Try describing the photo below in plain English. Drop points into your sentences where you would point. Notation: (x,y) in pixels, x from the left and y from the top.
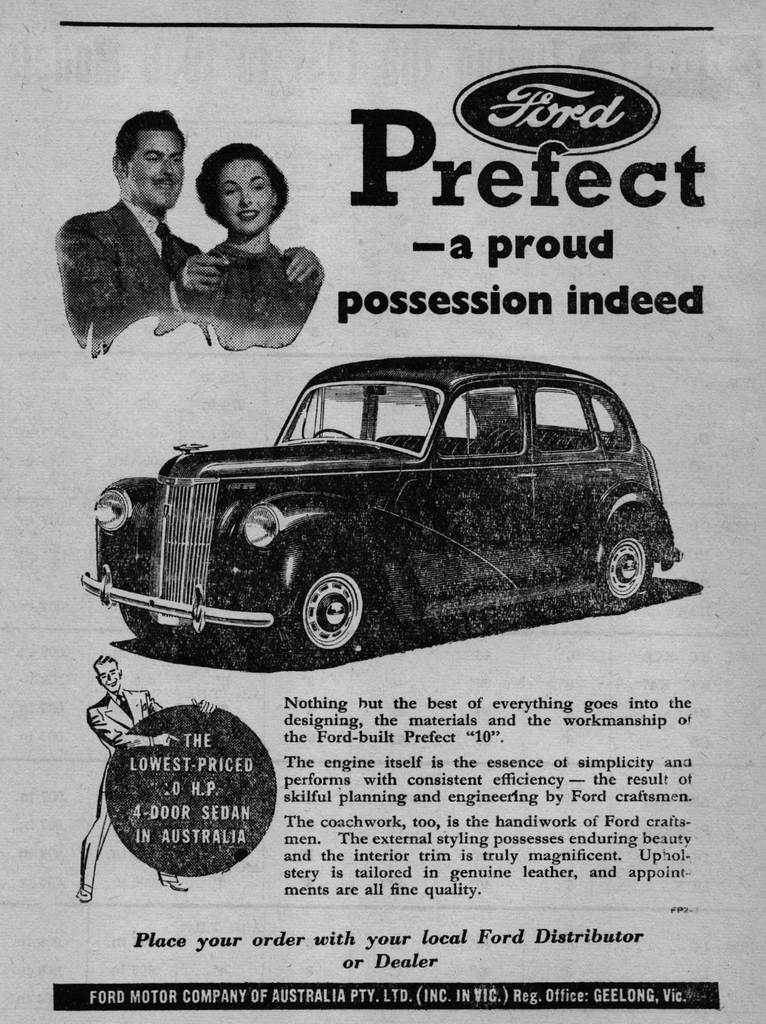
In this image I can see a pamphlet (403,452) in which I can see a person (157,250) and a woman (259,235). I can see a black colored car (417,545) and something is written on the pamphlet (434,775). I can see a person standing to the left side of the pamphlet (130,832).
